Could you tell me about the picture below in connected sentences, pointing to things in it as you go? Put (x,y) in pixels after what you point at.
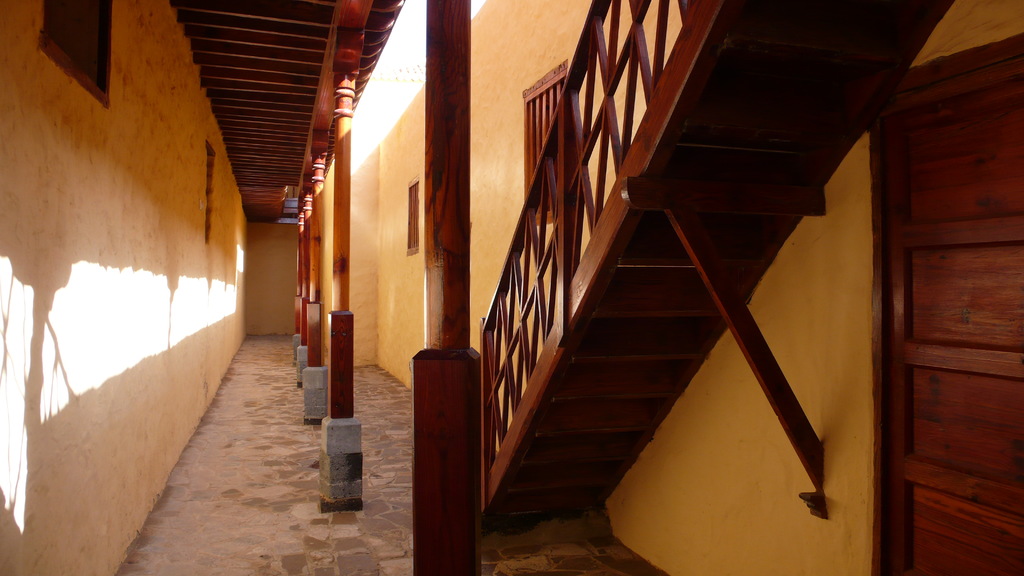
In the picture there are few wooden pillars (449,285), around the pillars (340,265) there is a wall (421,237) and on the right side (717,121) there are wooden stairs (685,129) and beside the stairs (764,160) there is a door (1005,385).
